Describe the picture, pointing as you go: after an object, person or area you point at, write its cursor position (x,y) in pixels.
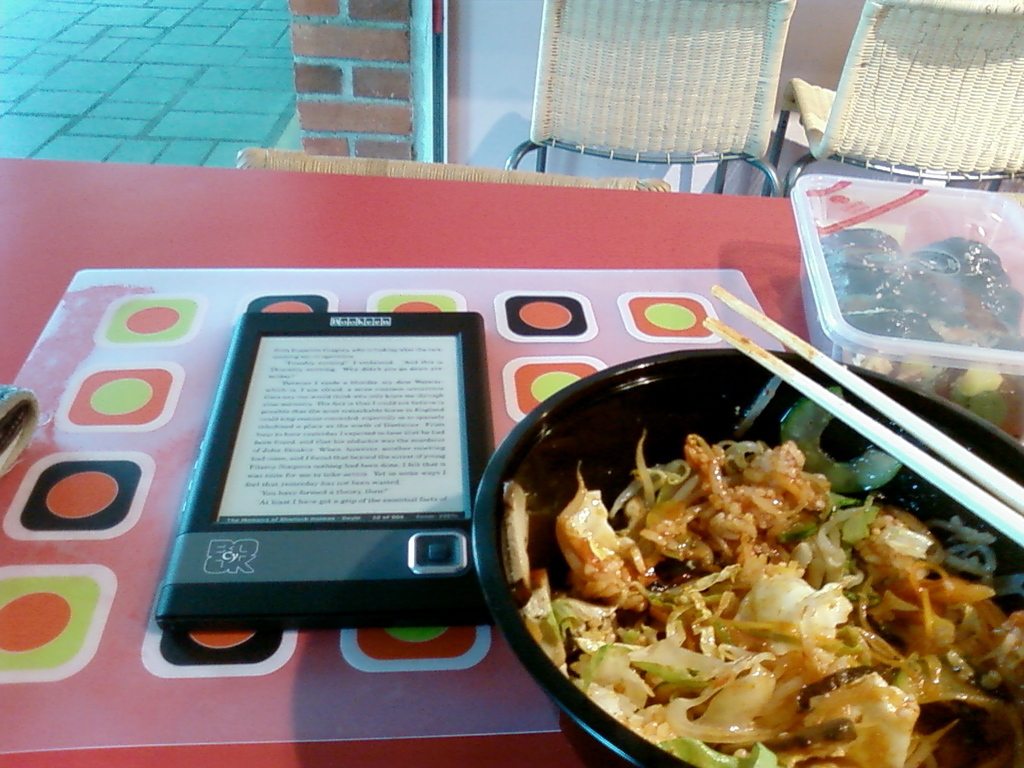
In this image, at the bottom (397,536) there is a table (533,225) on that there are bowls (839,444), box (811,320), chopsticks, food items (703,620), tab (373,420). At the top (560,163) there are chairs (549,120), wall (395,94), floor (198,81).
